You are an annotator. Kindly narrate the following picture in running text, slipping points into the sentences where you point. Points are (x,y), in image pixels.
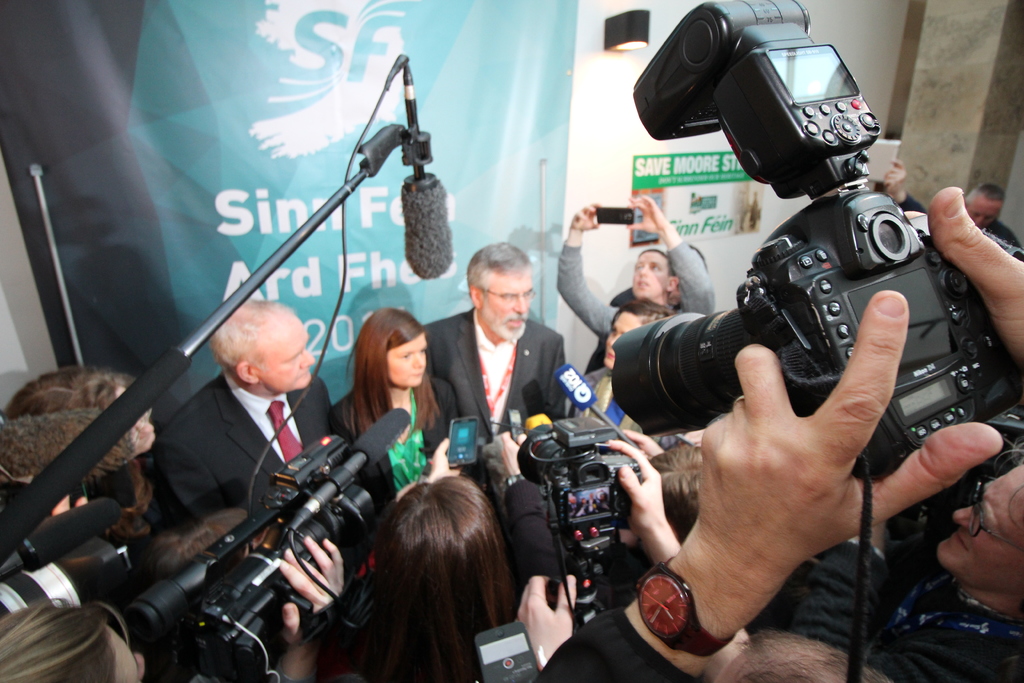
There are group of people (508,467) standing few of them are capturing in camera (521,454) and few holding microphone (99,447).
